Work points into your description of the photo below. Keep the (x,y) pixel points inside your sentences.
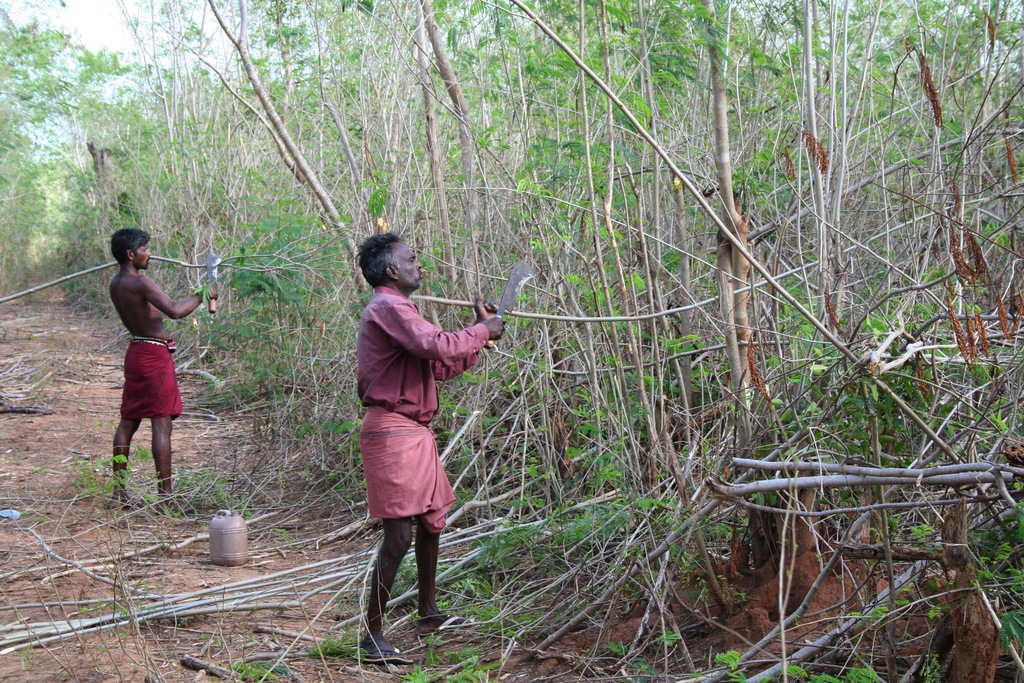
In this image I can see two people (486,326) are holding the branches (416,294) and something. I can see few trees (654,219), mud (200,521), sky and few objects (46,362) on the ground (57,351).
